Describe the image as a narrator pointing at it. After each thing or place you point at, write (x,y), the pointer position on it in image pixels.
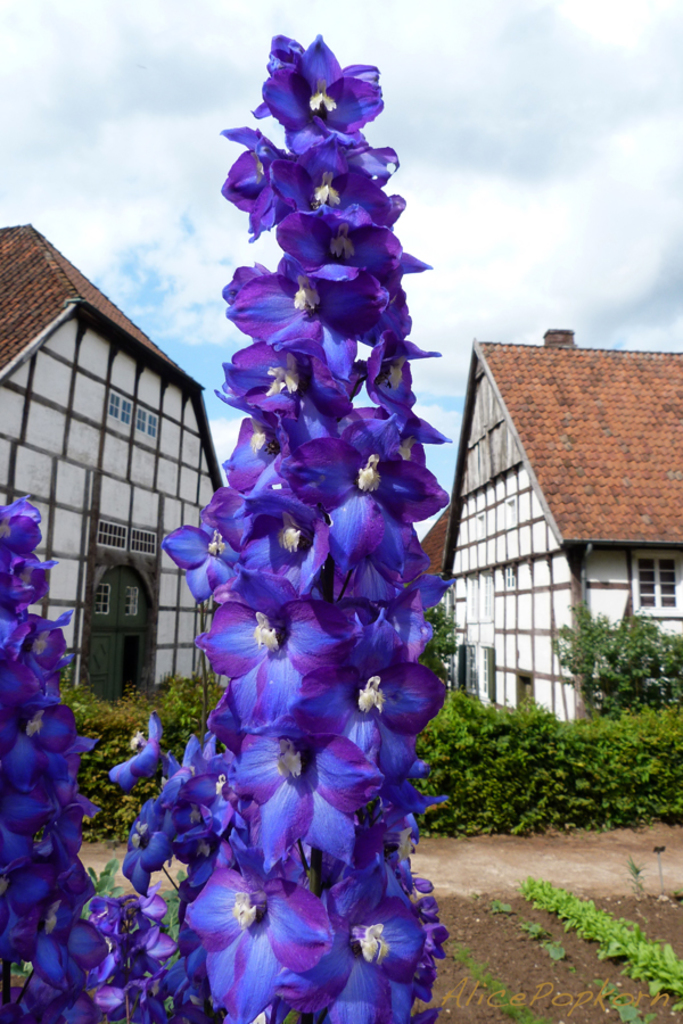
In the image we can see flowers (243,857), purple and blue in color. We can even see buildings (42,496), plants (616,926), grass (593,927) and cloudy sky (545,199).
